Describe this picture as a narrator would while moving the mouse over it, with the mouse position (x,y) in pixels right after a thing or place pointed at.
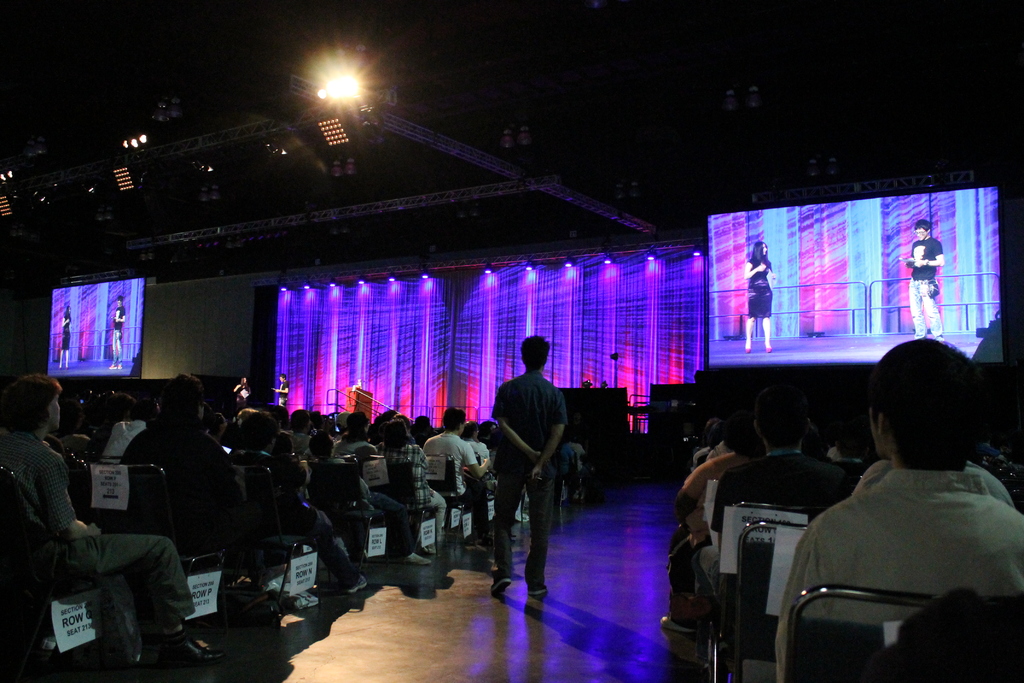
In this picture we can see some people (370,487) sitting on chairs (329,480), there is a person (522,463) standing in the middle (549,446), we can see two screens (796,308) and a lights (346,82) in the background (920,269), there are two persons (917,289) standing here, we can see a light (347,97) at the top of the picture (346,83).
